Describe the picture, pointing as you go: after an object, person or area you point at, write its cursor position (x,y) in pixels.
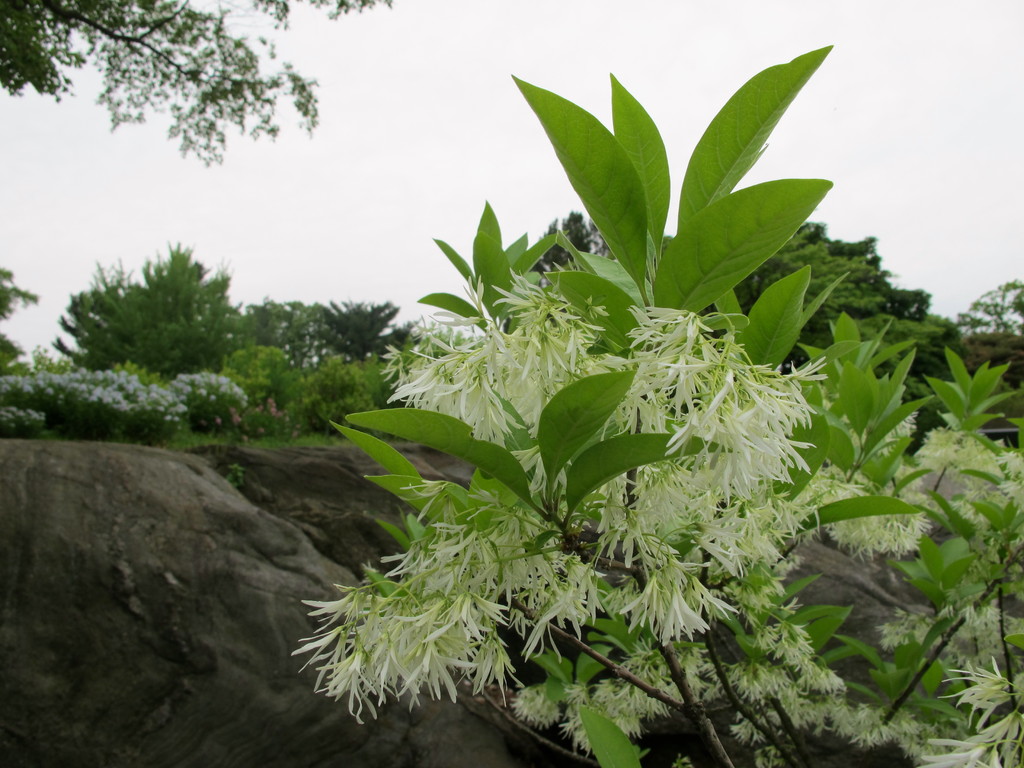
There are white flower plants (482,544). There are rocks (212,543) and trees (40,23) at the back (305,323).
